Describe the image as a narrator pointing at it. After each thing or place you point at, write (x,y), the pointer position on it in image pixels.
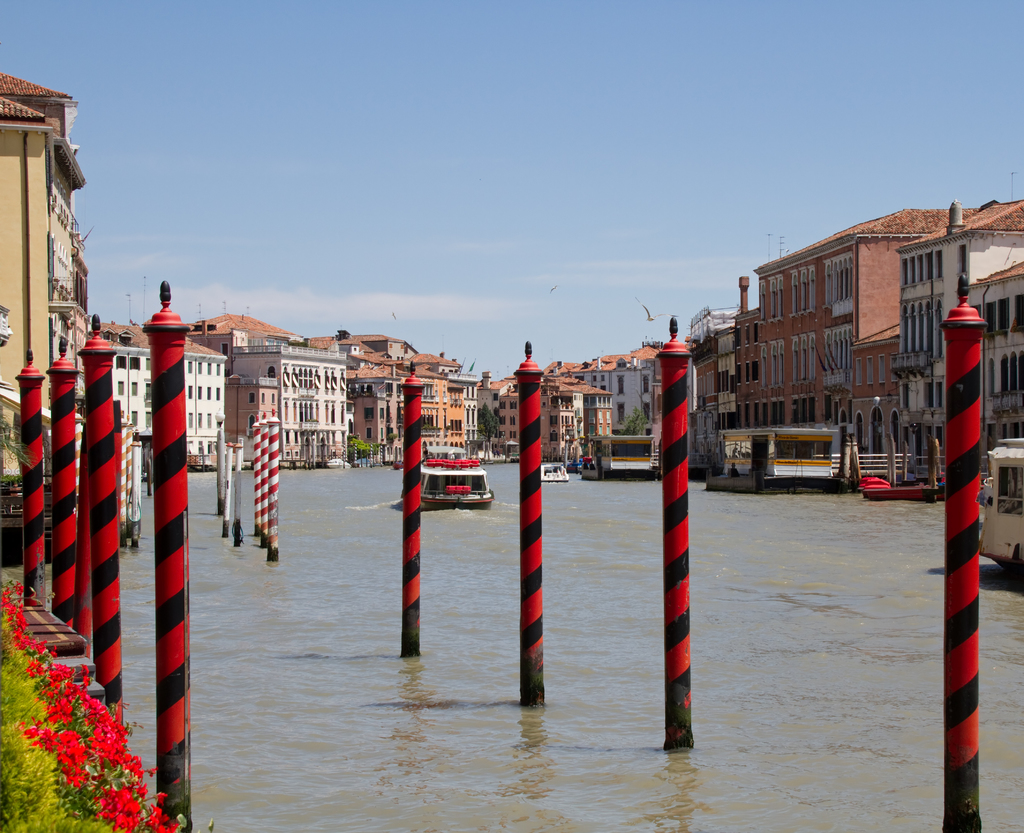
In this picture we can see poles (103,423), flowers (78,753), boats (456,472) on the water (914,506), buildings (399,448) with windows (858,424) and some objects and in the background (593,290) we can see the sky (411,309).
